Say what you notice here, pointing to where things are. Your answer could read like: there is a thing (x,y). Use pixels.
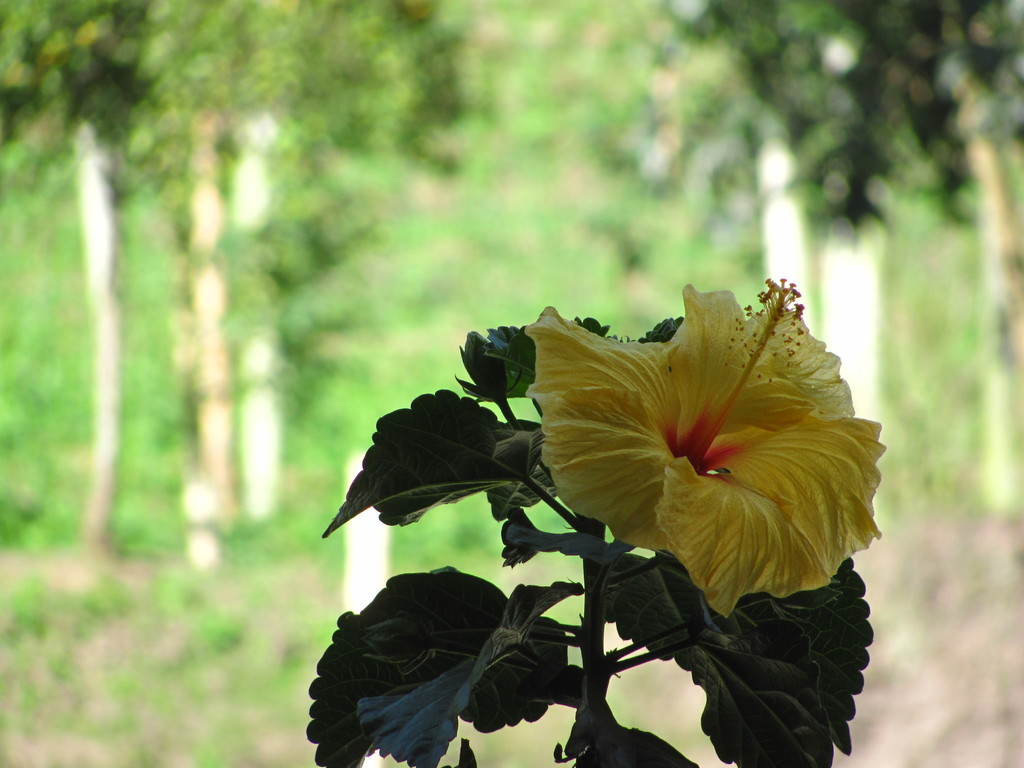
In the image there is a hibiscus flower (658,474) to a plant (606,662) and the background of the plant (596,354) is blur.
